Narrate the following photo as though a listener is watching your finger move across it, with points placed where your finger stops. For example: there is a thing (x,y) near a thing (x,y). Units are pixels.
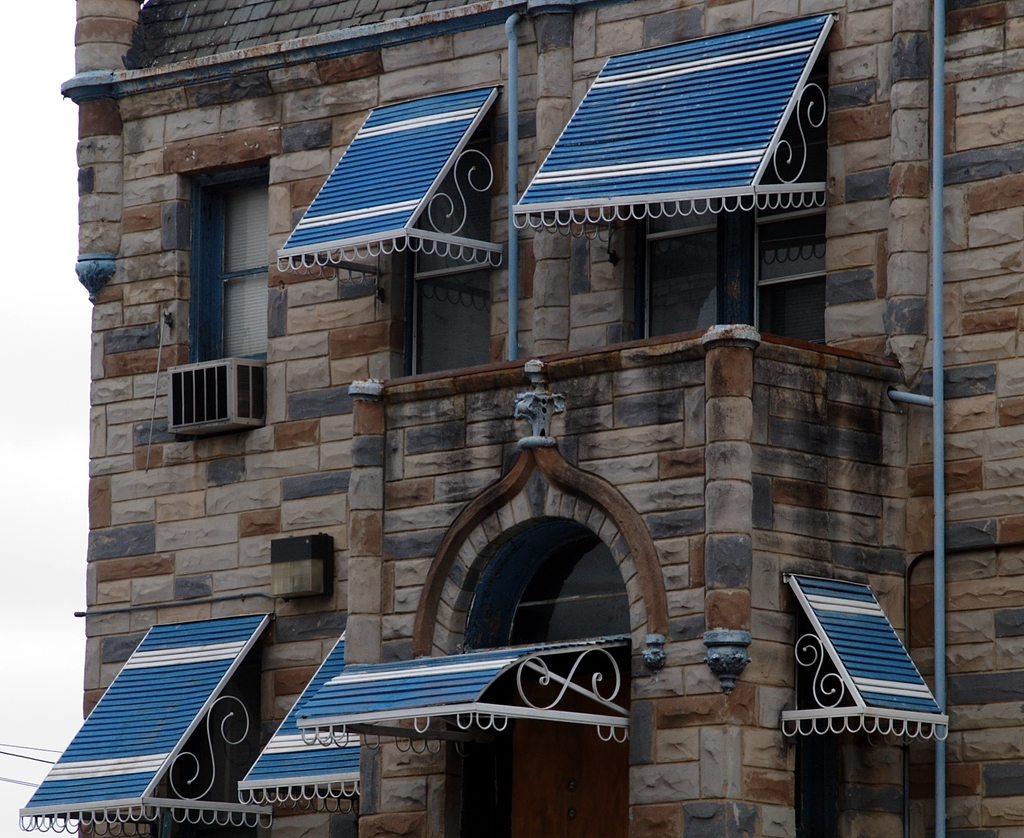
Here I can see a building (387,492) along with the windows (241,280). On the windows (448,313) I can see blue color boards (443,153). On the left side (60,454), I can see the sky (51,459).
